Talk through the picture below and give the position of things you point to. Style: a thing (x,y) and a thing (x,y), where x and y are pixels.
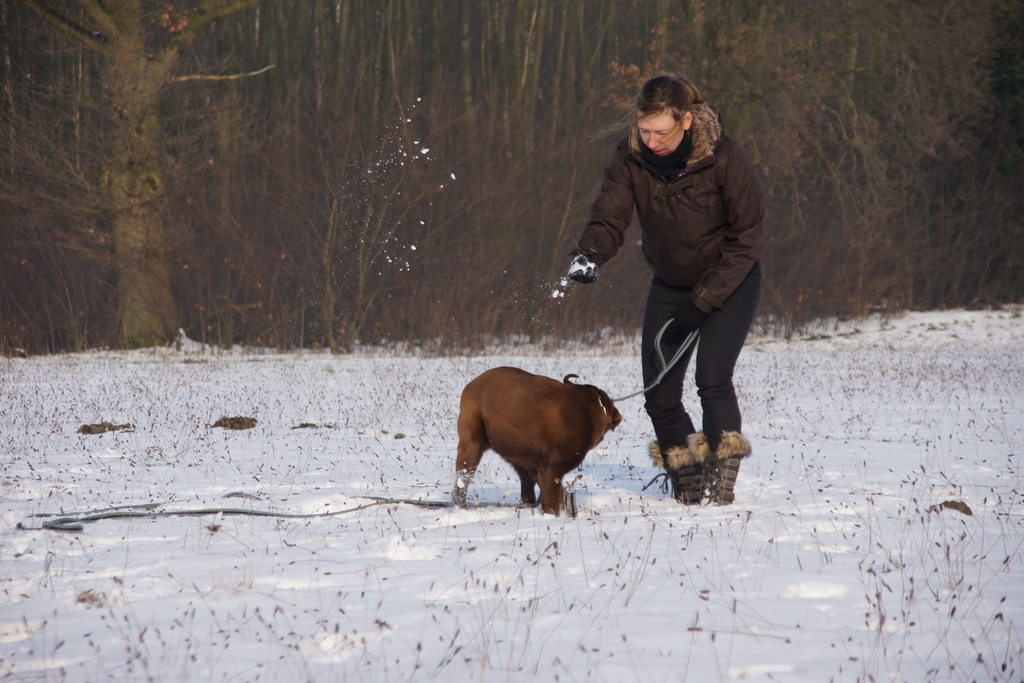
At the bottom of this image (378,615) I can see the snow (628,627). In the middle of the image (678,337) there is a person (676,244) wearing a jacket (663,208) and holding the belt (627,398) of an animal (538,414). In the right hand (595,267) holding the snow (581,267). In the background (635,247) there are many trees (302,132).
